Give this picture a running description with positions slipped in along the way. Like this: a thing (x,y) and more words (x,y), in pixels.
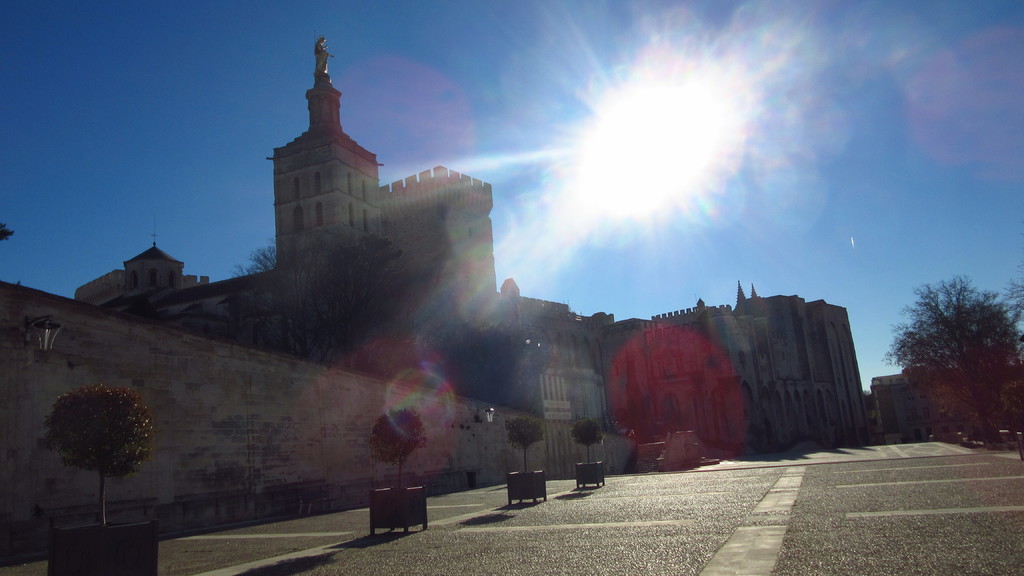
In this image I can see buildings (326,102). There is a statue (322,61) on top of a building (331,121). There are trees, in the background (685,179) there is sky (656,98) and there is sunlight (656,102).
